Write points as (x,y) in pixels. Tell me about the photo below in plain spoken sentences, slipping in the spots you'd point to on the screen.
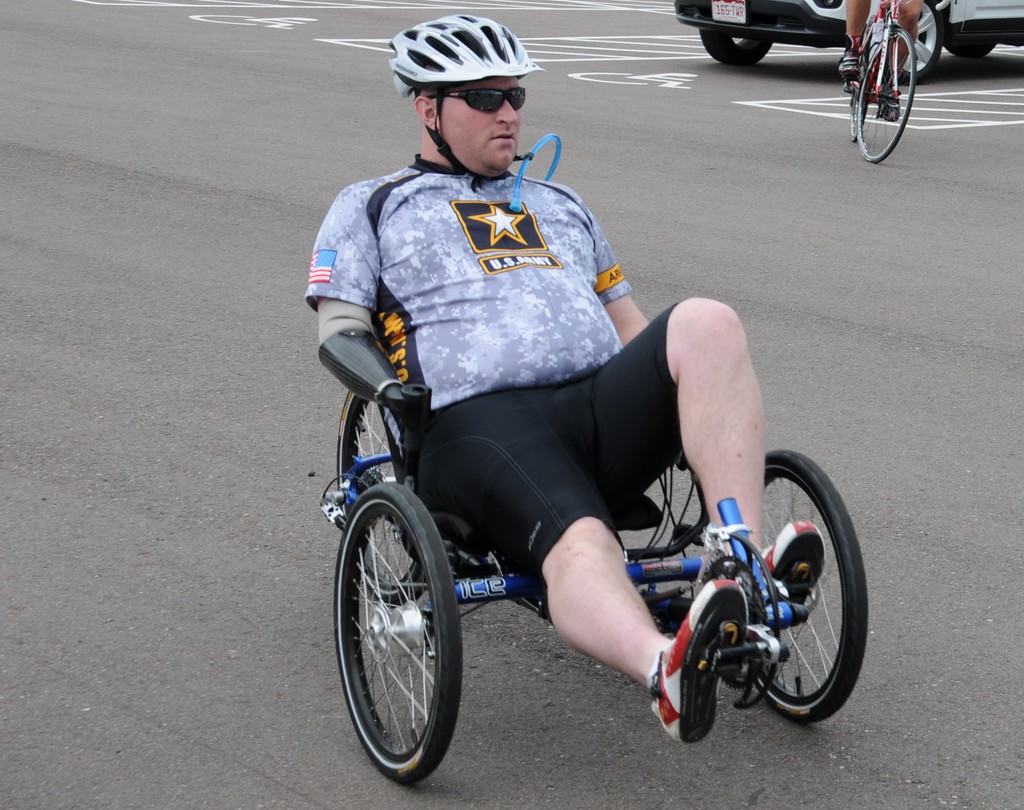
In this image we can see a person (451,513) sitting on the tricycle (666,549). In the background (765,27) there is a motor vehicle (778,28) on the road (823,81) and a person (850,36) riding bicycle (875,79).
